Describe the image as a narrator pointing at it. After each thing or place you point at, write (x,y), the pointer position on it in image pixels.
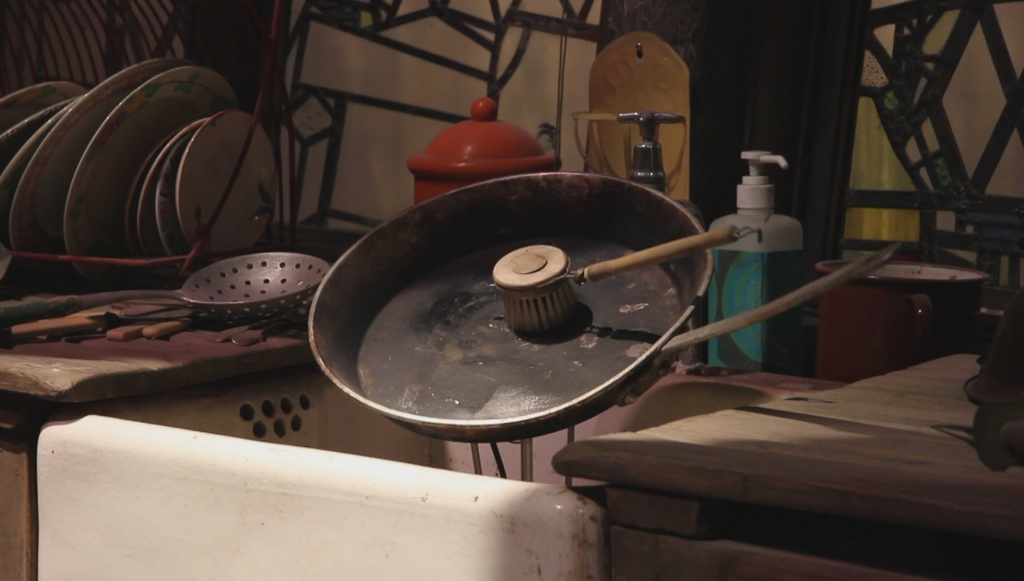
In this picture we can see a pan (627,363) on the pan (466,295) there is a brush (563,271) and right side to the pan (699,256) we have bottle (790,276) and a jar (859,293) and left side to the pan (345,256) there is a spoon (223,285) and plates (148,102) arranged in a queue and we have a wall (567,65). Here it is a sink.
